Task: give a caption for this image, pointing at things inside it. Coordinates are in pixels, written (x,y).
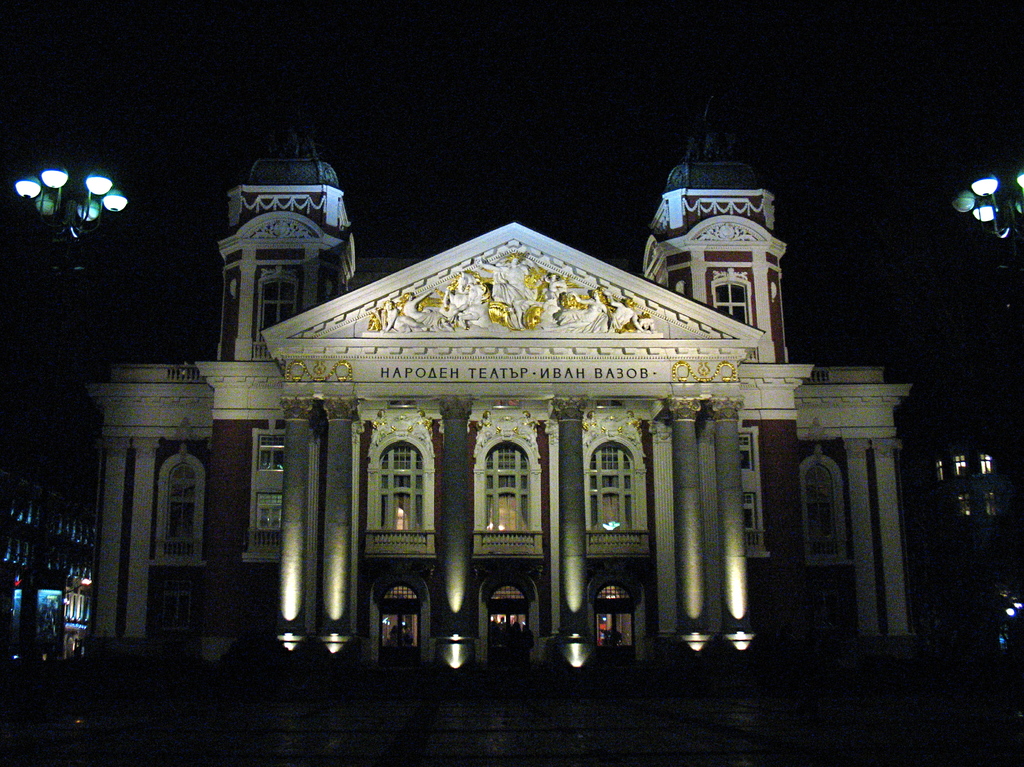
This is an image clicked in the dark. In the middle of the image (469,370) there is a building (446,466) along with the pillars (454,517) and windows (497,506). On the right (969,202) and left side of the image (44,201) there are few light poles (44,201). The background (289,53) is dark.
